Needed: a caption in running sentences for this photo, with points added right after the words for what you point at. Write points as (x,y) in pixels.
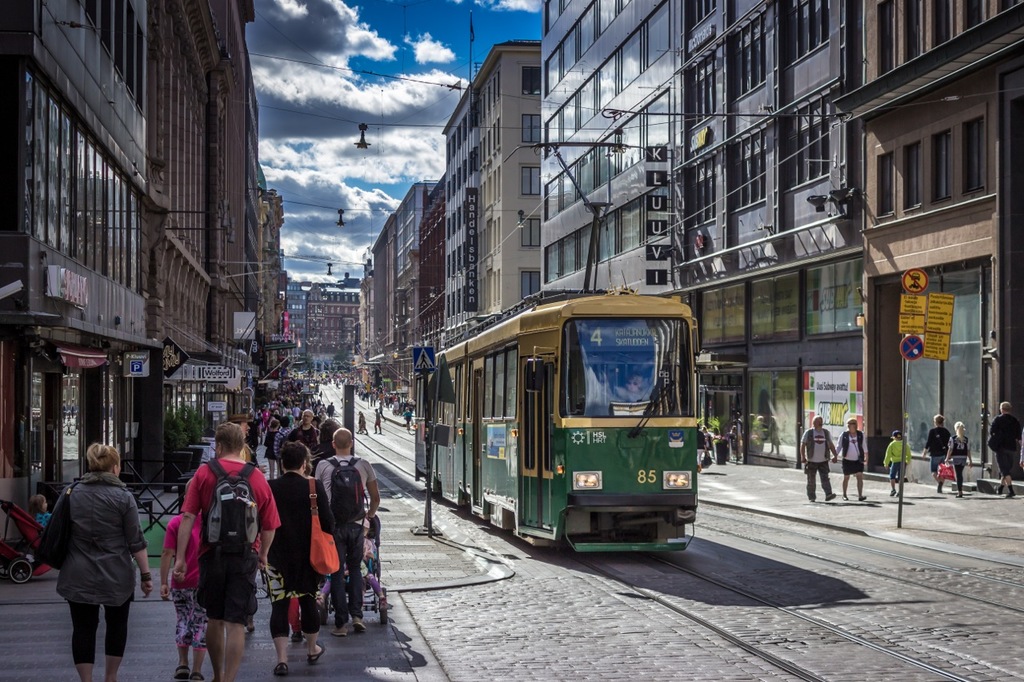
In this there is a train (541,384) on the track (676,594), which is on the road (823,632) and there are a few people (307,423) are walking on the pavement (932,504). On the left (40,305) and right side of the image (863,200) there are buildings (118,279), poles (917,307) and a few objects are hanging at the top of the image (361,125). In the background (479,66) there is the sky (479,66).
